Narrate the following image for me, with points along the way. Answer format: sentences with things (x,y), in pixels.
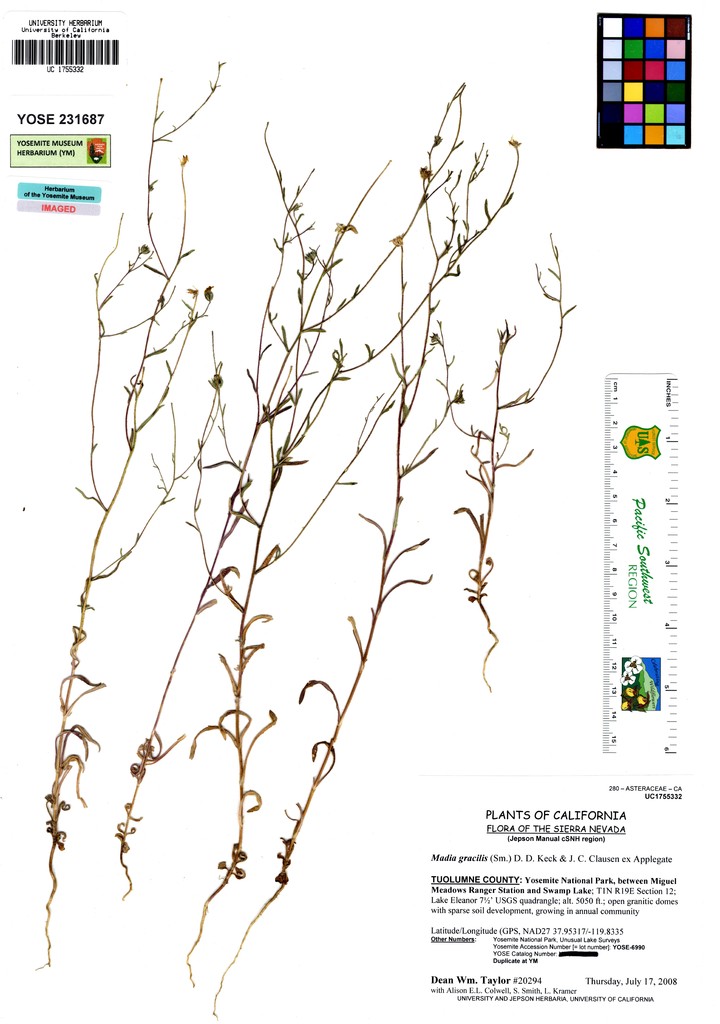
In this image I can see few plants (234,597) which are brown in color and the white colored background (346,66). I can see few words (499,877) written, a scale (648,670), a barcode (75,55) and few other items (682,129).
